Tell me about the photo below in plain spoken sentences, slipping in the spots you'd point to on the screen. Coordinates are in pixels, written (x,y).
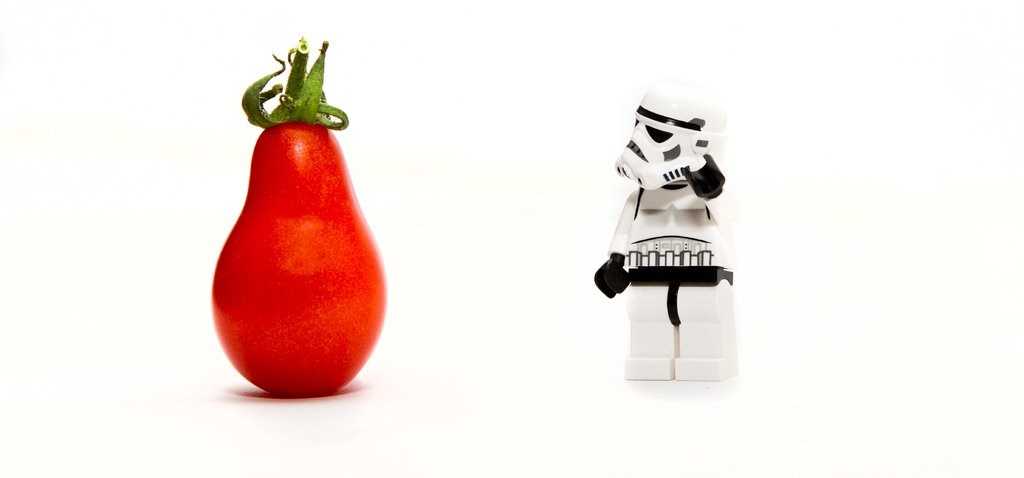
In this picture we can see a vegetable (223,336) and toy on a platform (21,391).
